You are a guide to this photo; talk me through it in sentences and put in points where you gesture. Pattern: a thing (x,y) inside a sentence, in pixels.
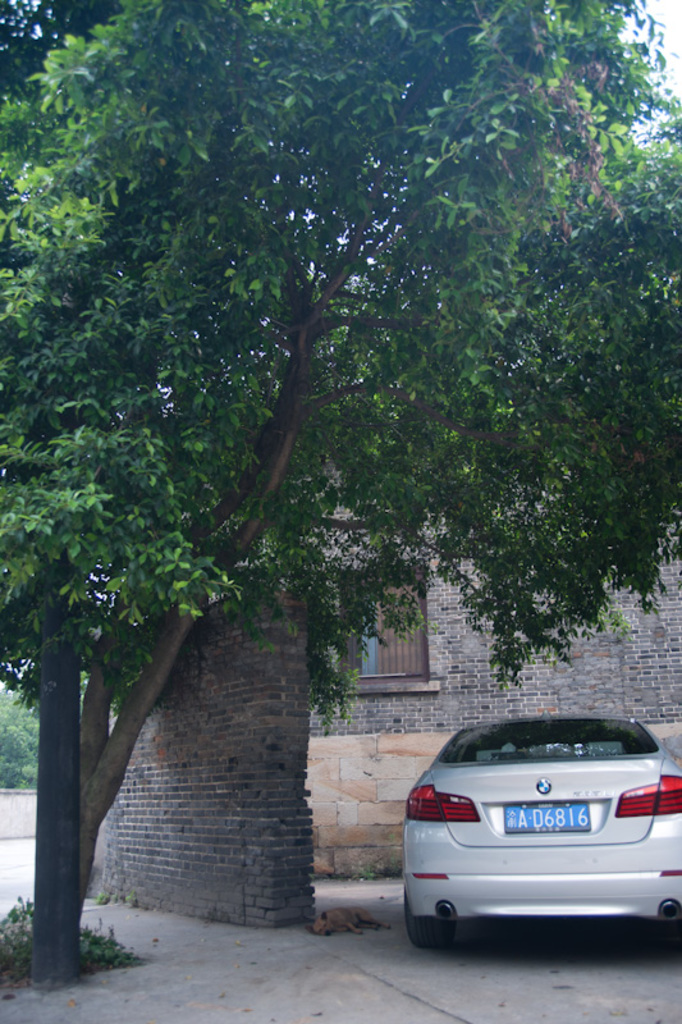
On the right side (560,874) bottom of the image (548,891), we can see car (482,882) and dog (365,923) are on the path (403,923). Here we can see trees (143,694), poles (40,841), plants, brick walls (275,754) and window (400,652).
